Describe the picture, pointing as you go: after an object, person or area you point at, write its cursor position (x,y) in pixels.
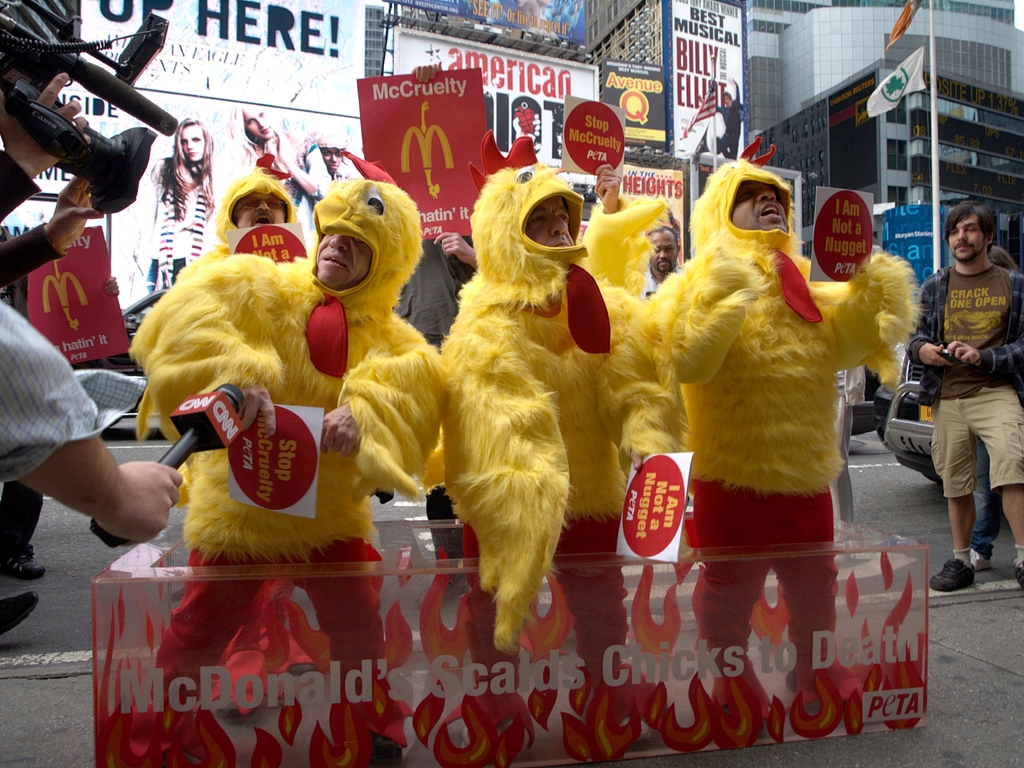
At the bottom of the image (184,594) there are few people (339,295) with costumes (533,328). They are standing inside the box (309,591). On the box (157,651) there is some text (785,668) and painting (908,660) on it. On the left side of the image (35,168) there are few people (20,403) holding cameras (35,91) and a mic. And also there are few people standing and holding posters (437,143) in their hands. On the right side of the image (966,281) there is a man (971,370). Behind him there is a car (887,421). In the background (889,95) there are buildings (945,136) with walls (806,70), posters (187,112) and a pole (932,134) with flags (900,88).
